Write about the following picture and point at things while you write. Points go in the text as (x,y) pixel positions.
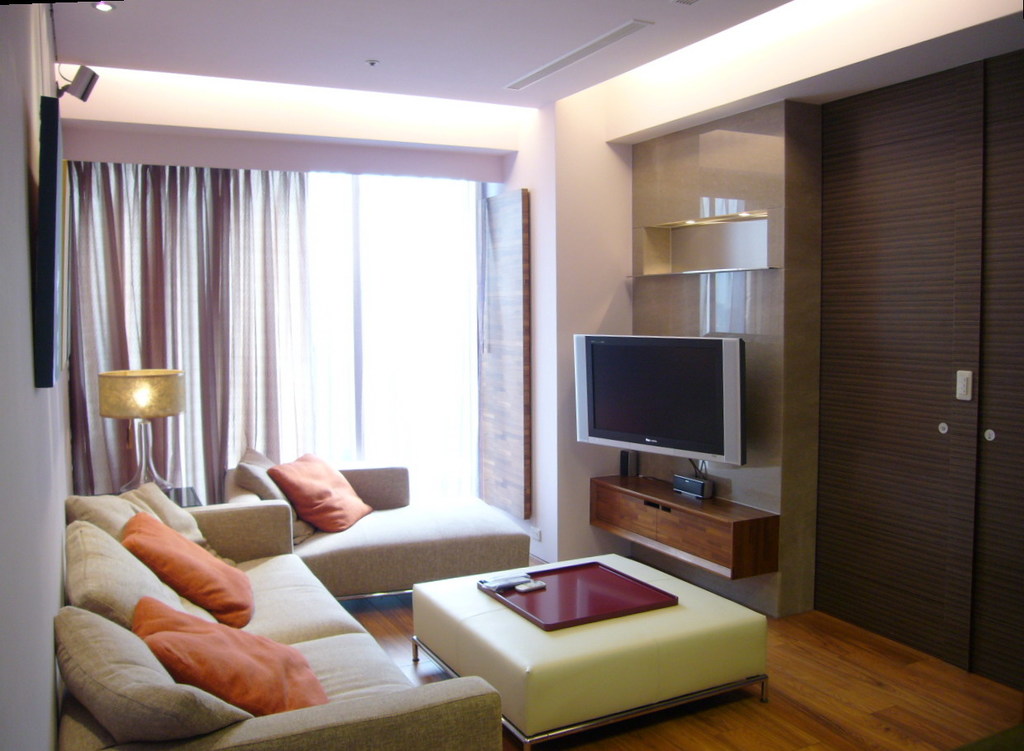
In this picture we can see a room (309,448) with sofa (303,738) pillows (301,505) on it, table (445,665) with tray (551,573) on it and in the background (391,261) we can see window (405,305) with curtains (184,360), lamp (155,376), television (666,352), racks (712,267), door (827,248).
